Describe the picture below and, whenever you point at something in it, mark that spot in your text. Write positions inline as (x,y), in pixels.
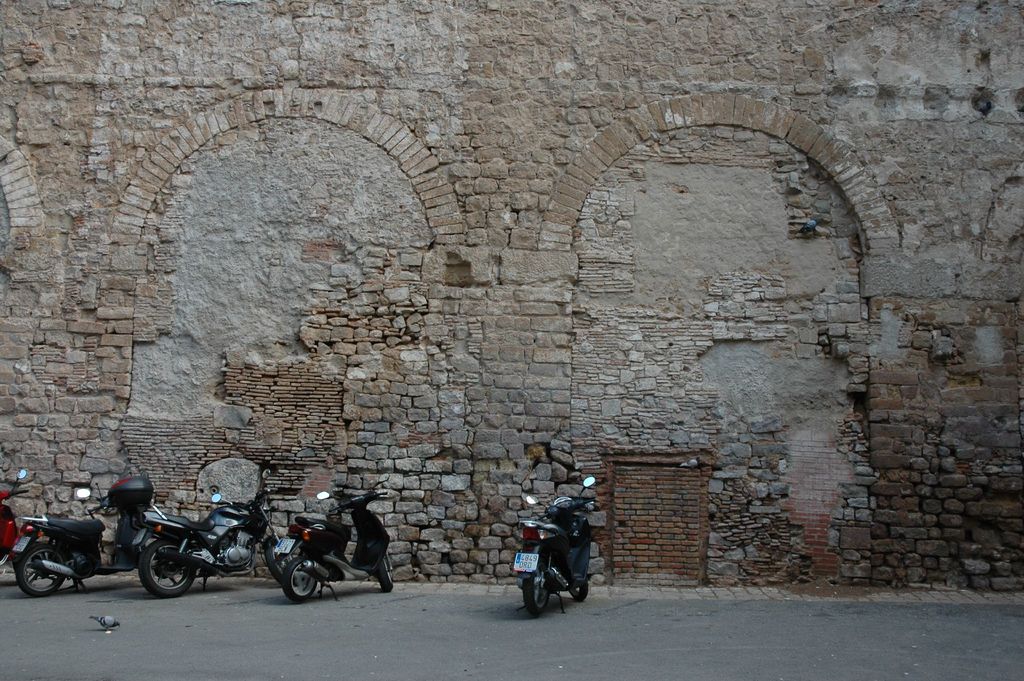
In this picture I can see there are few two wheeler (133,530) at left side (137,549). In the backdrop (191,220) there is a brick wall (450,237). It looks like the wall (580,357) is very old.
